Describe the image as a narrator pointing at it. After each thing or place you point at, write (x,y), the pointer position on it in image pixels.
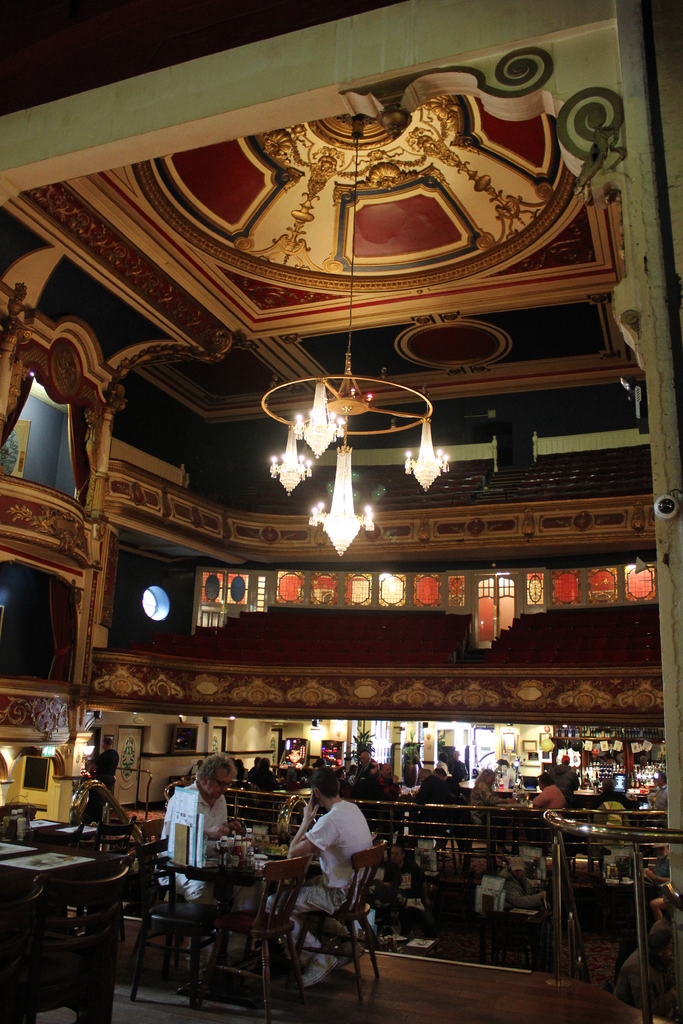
This is a picture of a restaurant (275,909). In the foreground of the picture (216,861) there are tables (51,832), on the tables (52,860) there are menu card (66,854) and dishes (278,857). There are two people (333,827) seated in chairs (357,914) in the foreground (344,830). In the background (544,780) there are many people (365,764) seated in chairs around the table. In the background (280,577) there are windows (419,597), doors (483,589). On the top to the ceiling (344,246) there is a chandelier (346,478).
